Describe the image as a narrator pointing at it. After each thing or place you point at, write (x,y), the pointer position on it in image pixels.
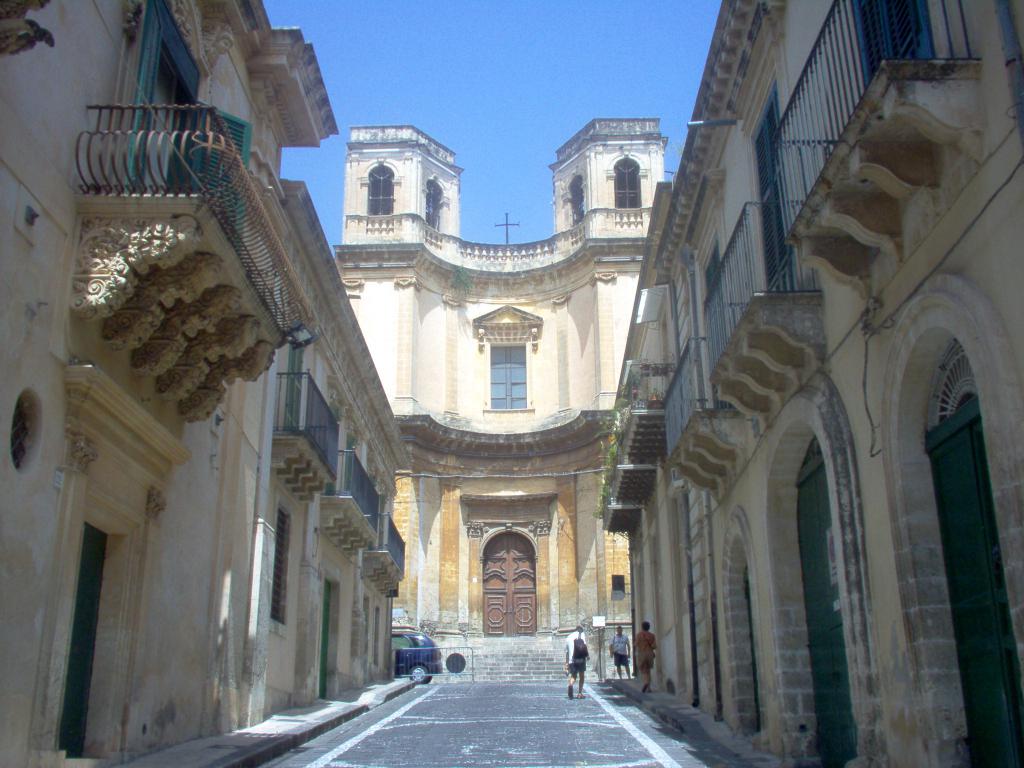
In this picture we can see there are three people (653,662) on the path (637,707) and on the left side of the people (641,650) there is a barrier (447,656) and a vehicle (418,659) on the road (540,701). Behind the people (623,648) there are buildings (494,449) and a sky (489,99).
